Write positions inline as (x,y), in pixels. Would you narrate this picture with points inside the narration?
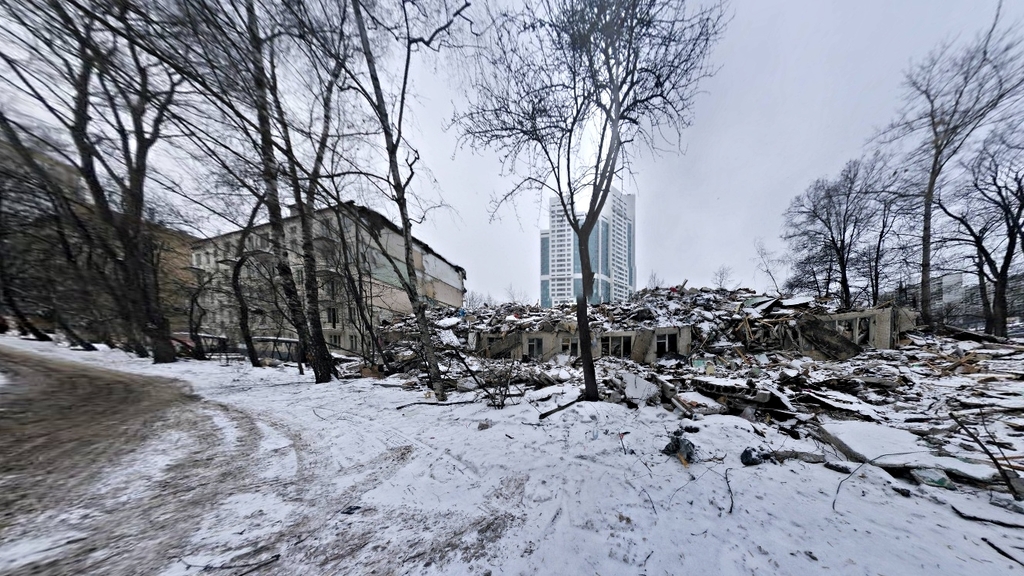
In this image we can see snow (98,351) on the ground (189,384), trees (248,164), collapsed building (656,292) and windows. In the background (391,259) there are buildings (353,273), trees (157,283), windows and sky (663,224).
